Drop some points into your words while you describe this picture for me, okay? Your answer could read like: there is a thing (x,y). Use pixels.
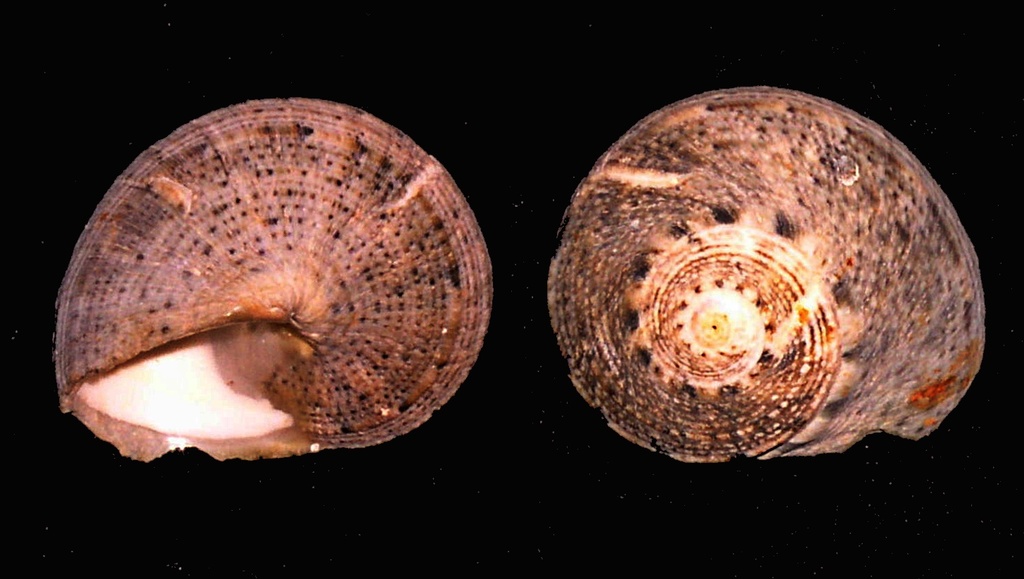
In this picture there are two snail shells (772,304) and the background (535,106) is in black color.
